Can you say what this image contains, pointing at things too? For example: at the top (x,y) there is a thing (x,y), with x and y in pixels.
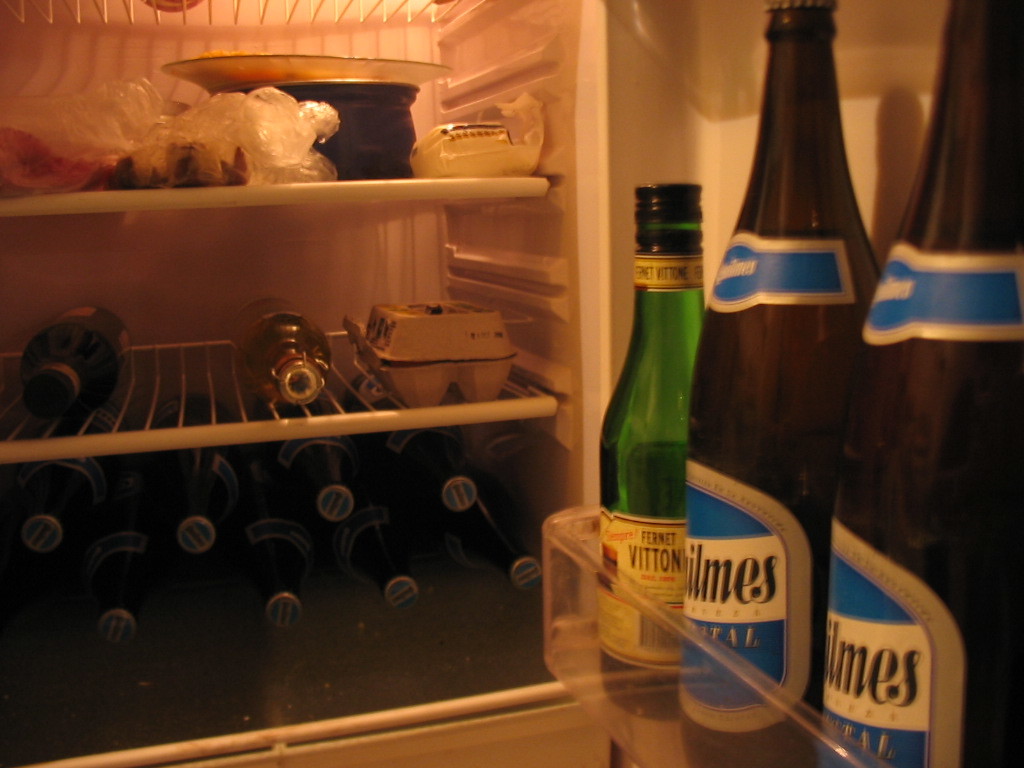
In this image, there is a inside view of fridge (865,762), in which bottles (875,430) are kept, bowls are kept and egg tray (485,341) is kept. This image is taken inside the room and inside the fridge (500,686).
